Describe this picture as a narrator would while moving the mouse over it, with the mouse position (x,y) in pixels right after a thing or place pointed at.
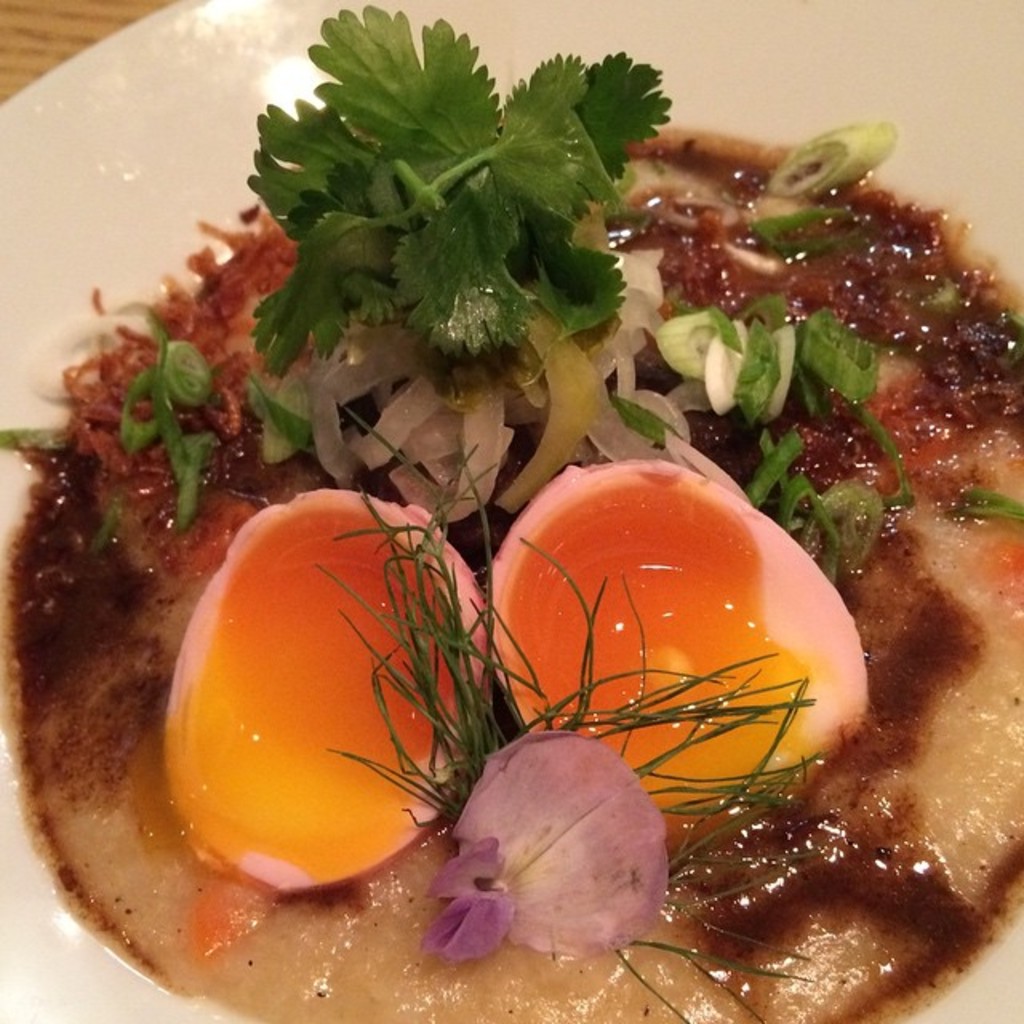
This is the picture of a plate (148,69) in which there is a egg (483,668), slice of onion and some leafy vegetable (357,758) on it.
